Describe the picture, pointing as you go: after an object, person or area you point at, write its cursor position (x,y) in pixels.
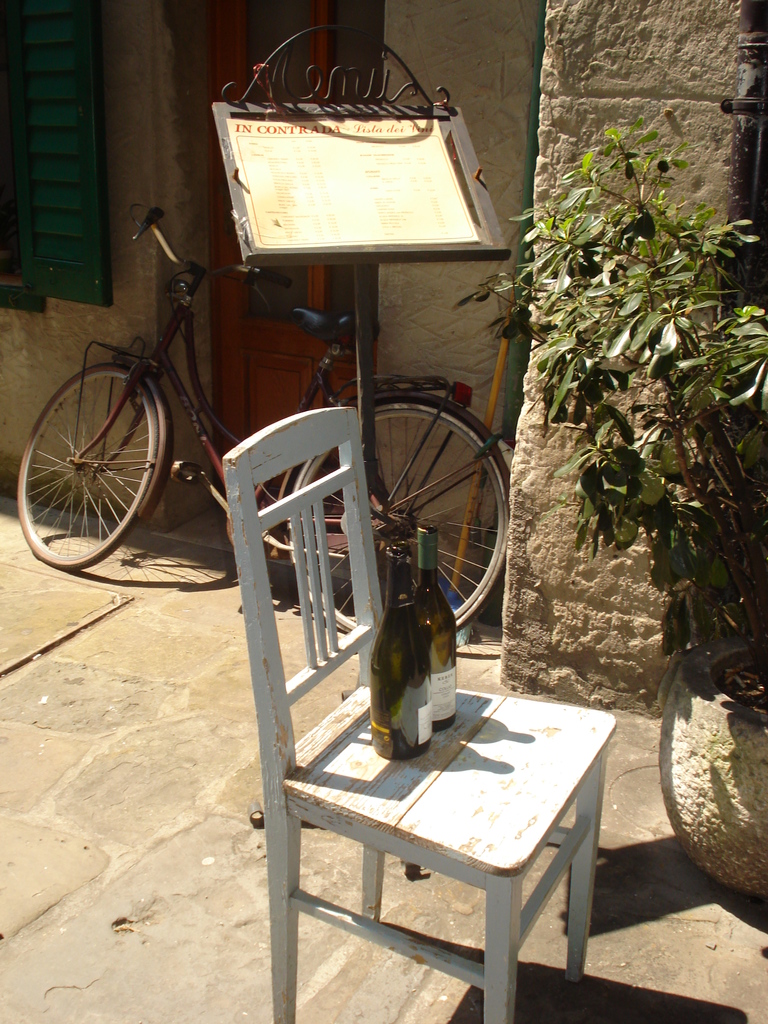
On this chair (517,818) we can able to see bottles (413,633). Beside this chair (378,787) there is a plant (709,477). In-front of this building (158,134) there is a bicycle (165,491). This building (139,161) with window (1,146) and door (214,50). This is information board (343,198) with stand (364,323).
